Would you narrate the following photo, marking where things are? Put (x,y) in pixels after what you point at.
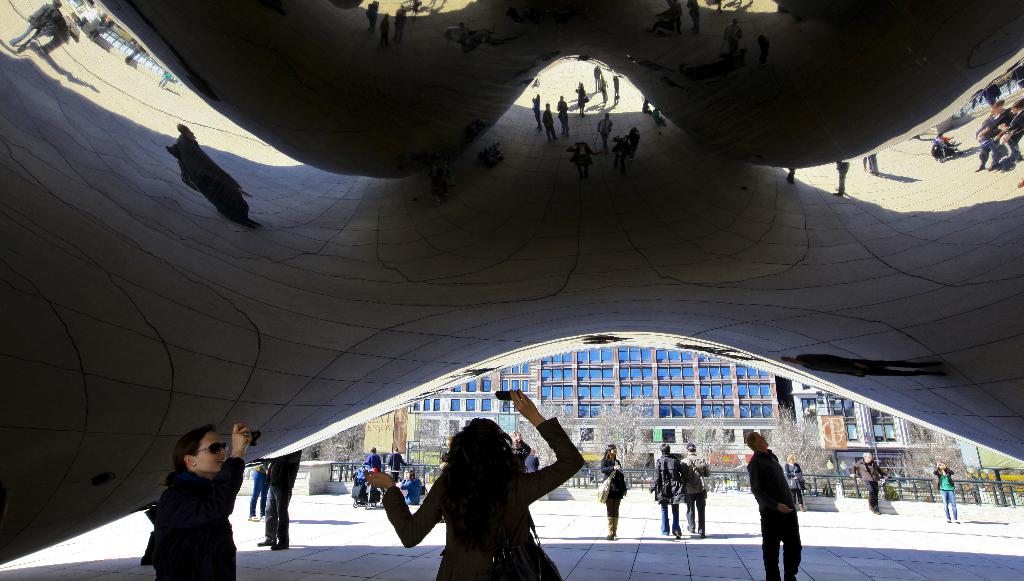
In this image we can see some group of persons (276,499) standing under some object (469,234) and in the background of the image (870,470) there are some persons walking through the floor (587,493) and there are some trees (625,411) and buildings (667,437).
